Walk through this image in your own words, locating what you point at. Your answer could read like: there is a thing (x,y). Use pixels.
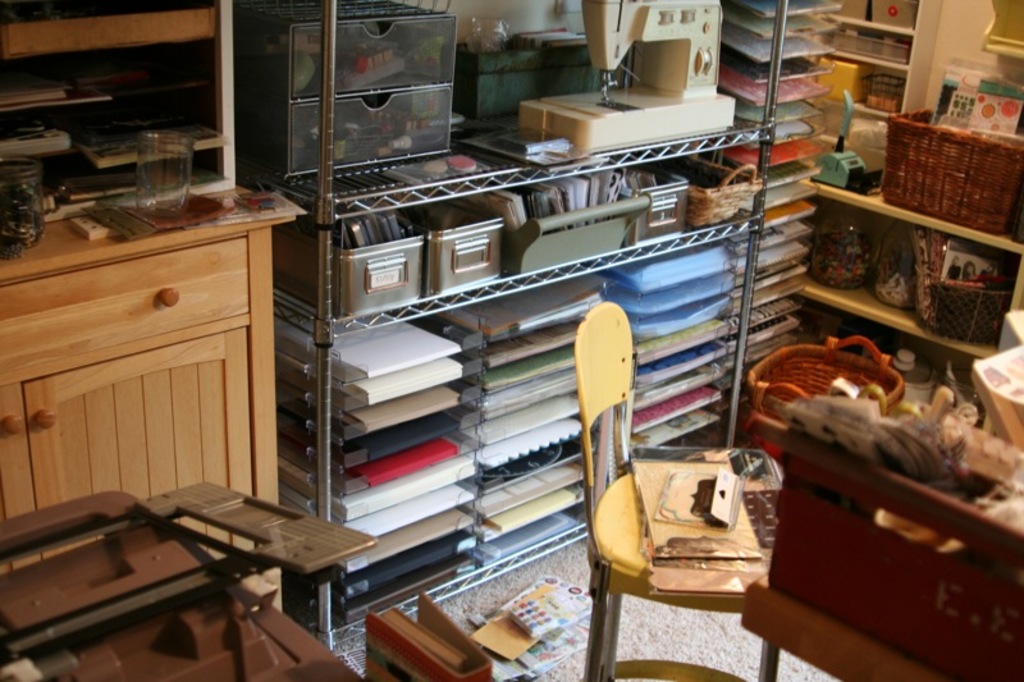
In this image there are shelves (475,186), there are objects (541,232) on the shelves (663,156), there is a chair (611,487), there are objects (697,500) on the chair (617,518), there is a table (841,647) towards the bottom of the image (822,640), there are objects (927,458) on the table (767,609), there is a machine (657,76) towards the top of the image (646,42), there is an object (142,621) towards the left of the image (162,618), there is a mat (526,575), there are objects (572,637) on the mat (738,623), there is the wall (939,48).
